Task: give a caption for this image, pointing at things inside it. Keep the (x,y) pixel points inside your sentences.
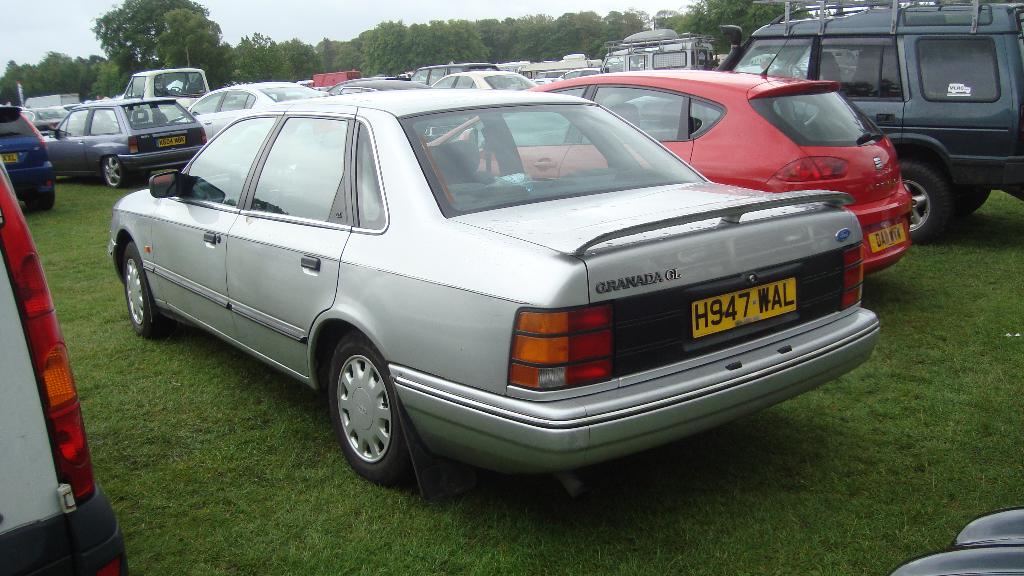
In this image we can see few vehicles (452,229), there are few trees (703,26) and grass (213,475).
